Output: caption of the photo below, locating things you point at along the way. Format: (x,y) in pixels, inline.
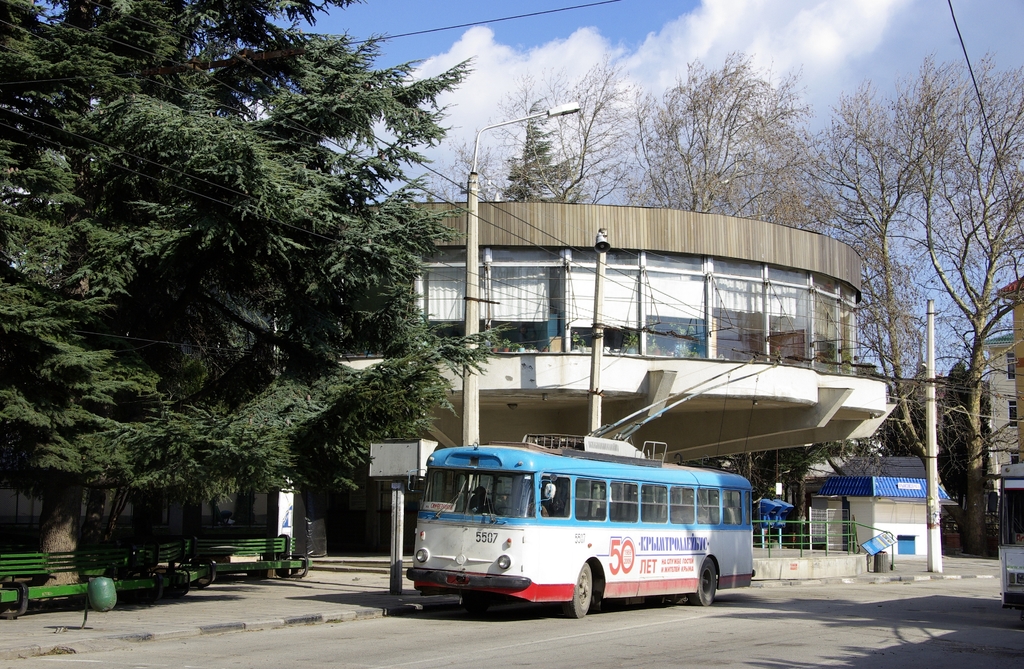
In the image there is a bus (598,548) moving on road (631,621), behind it there is a building (745,393) with trees (260,311) on either side of it, on the left side (103,560) there are benches (146,591) on the foot path (204,628), on the right side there is a electric pole (933,407) and above its sky (593,51) with clouds (492,85).
